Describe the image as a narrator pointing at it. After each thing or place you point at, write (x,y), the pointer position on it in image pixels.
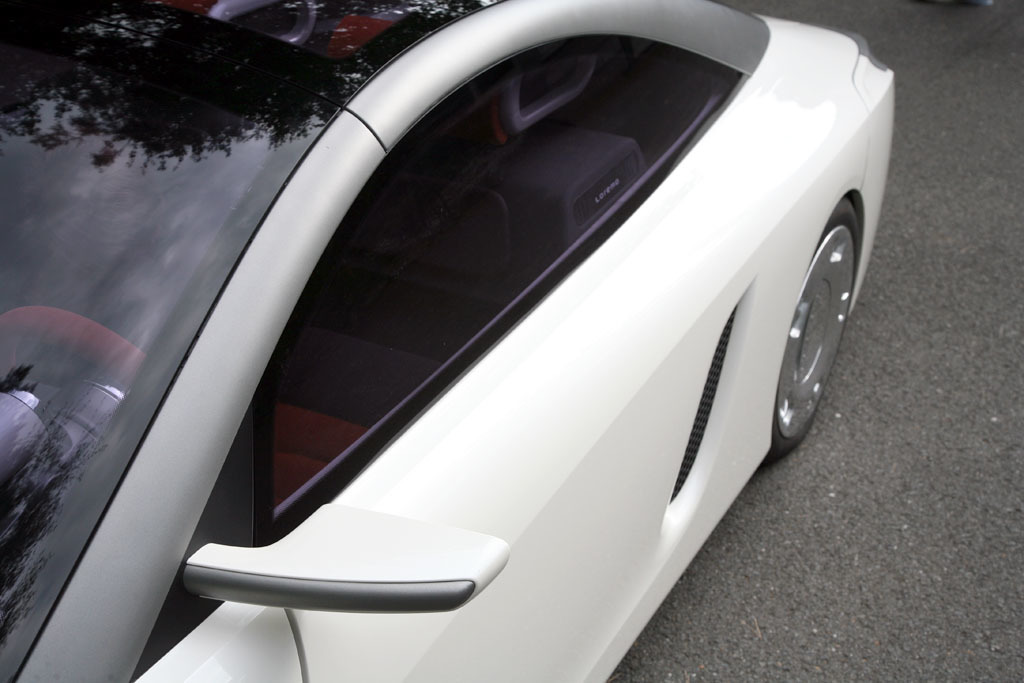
In this image we can see a white color car (346,327) which is on road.
